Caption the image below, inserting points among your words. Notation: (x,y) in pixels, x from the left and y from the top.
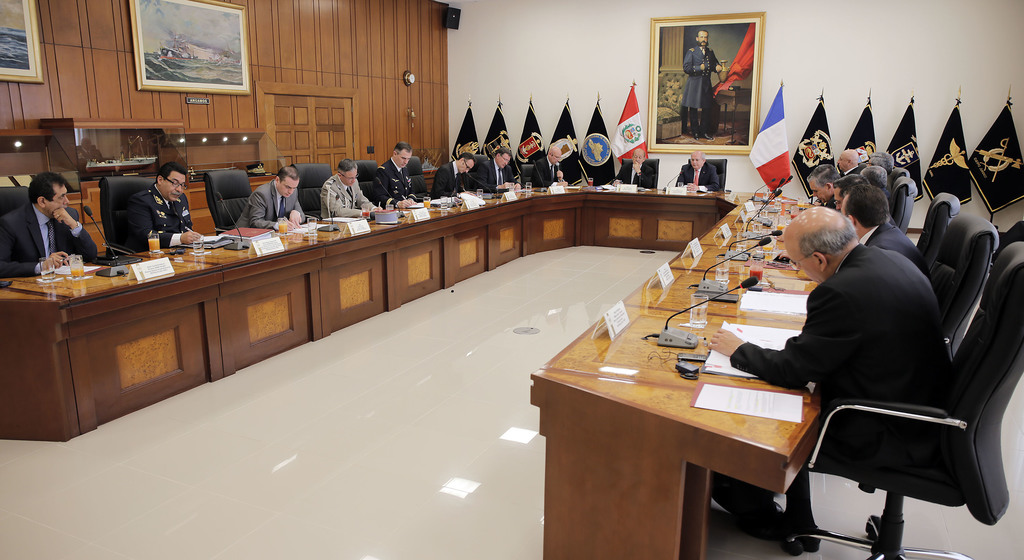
This is a picture taken in a room (281,326), there are a group of people (13,249) sitting on chairs (851,401) in front of these people (857,206) there is a table (627,372) on the table (629,376) there are papers (747,336), glasses (51,266), microphone (761,200) and name board (154,270). Behind the people (797,253) there is a wooden wall (301,68) with photo frames (164,52), and flags (565,119) and a wall (809,72) with photo (667,79).
